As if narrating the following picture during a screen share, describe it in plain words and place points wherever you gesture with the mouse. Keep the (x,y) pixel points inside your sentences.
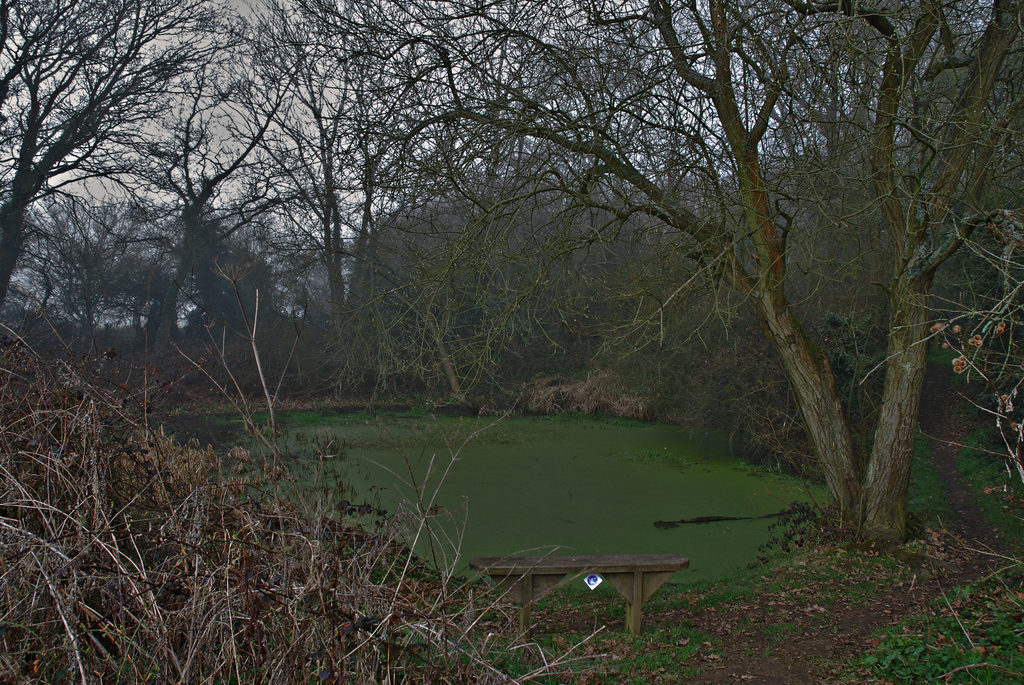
These are the trees (663,270) with branches (570,282) and no leaves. This is a wooden bench (526,591). I think this is a pond (574,470) with the green algae (636,512) on the water (538,503).
